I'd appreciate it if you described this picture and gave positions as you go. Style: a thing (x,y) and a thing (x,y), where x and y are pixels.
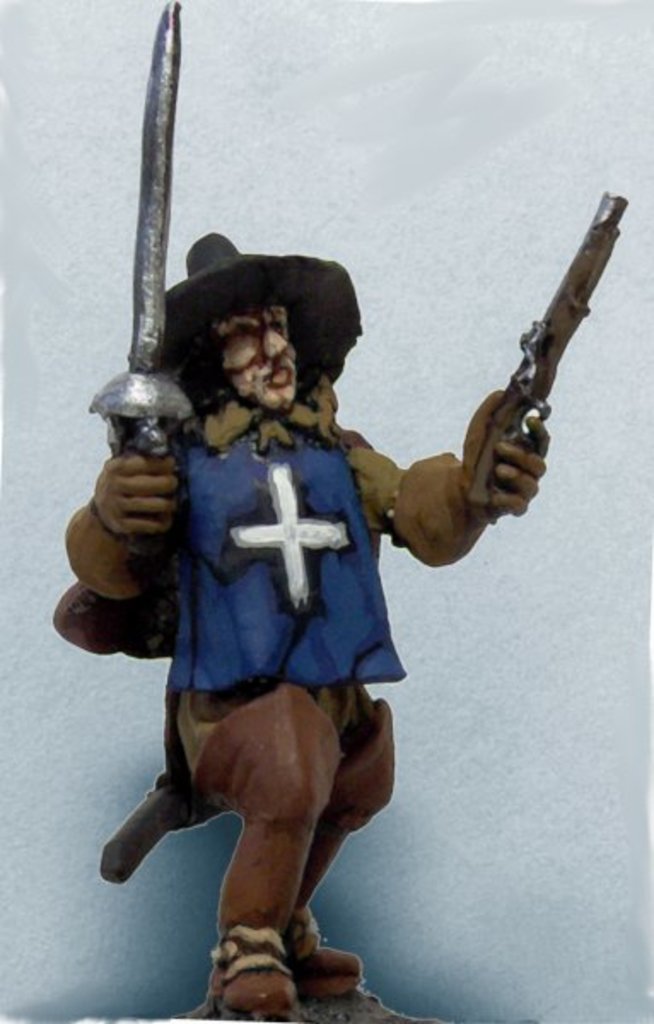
In this picture there is a statue (296,594) of a person (306,553) who is holding a sword (160,308) and gun (524,344). At the back (534,315) there is a wall (445,626).
